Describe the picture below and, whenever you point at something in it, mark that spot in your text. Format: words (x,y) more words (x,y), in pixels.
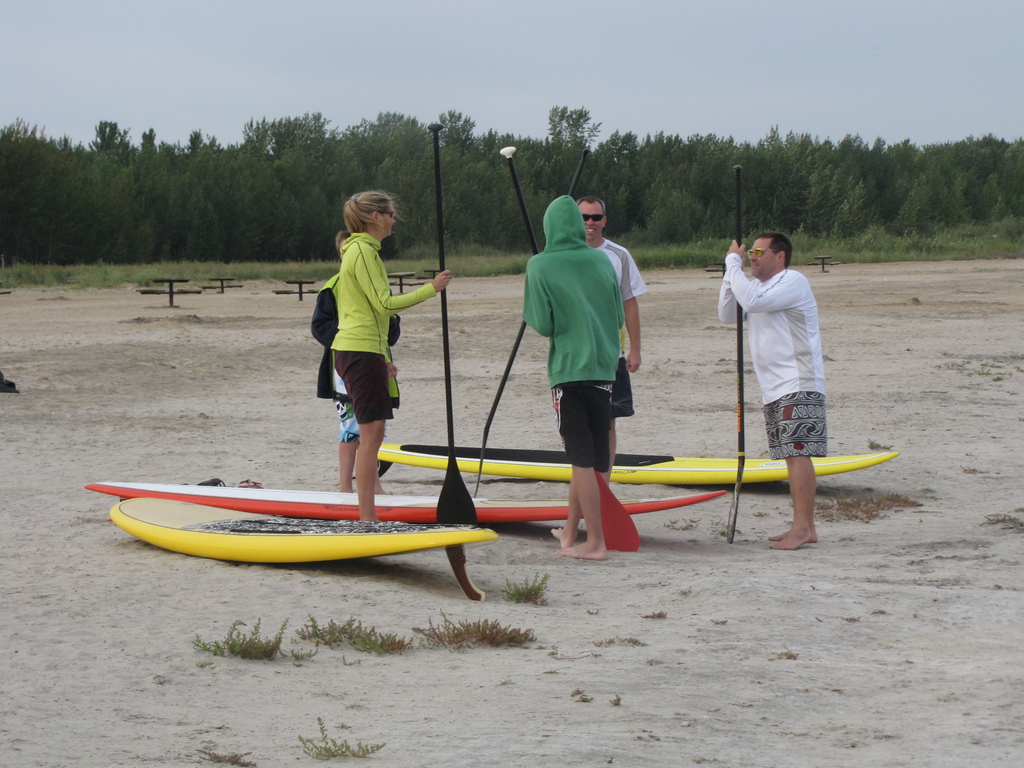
In this image there are surfboards (328,543) on the ground (331,614). Near to them there are five people (726,302) standing. They are holding paddles (457,475) in their hands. There is grass (374,642) on the ground (299,696). In the background (225,247) there are trees (776,178) and plants (262,261). At the top (378,47) there is the sky (466,31).
